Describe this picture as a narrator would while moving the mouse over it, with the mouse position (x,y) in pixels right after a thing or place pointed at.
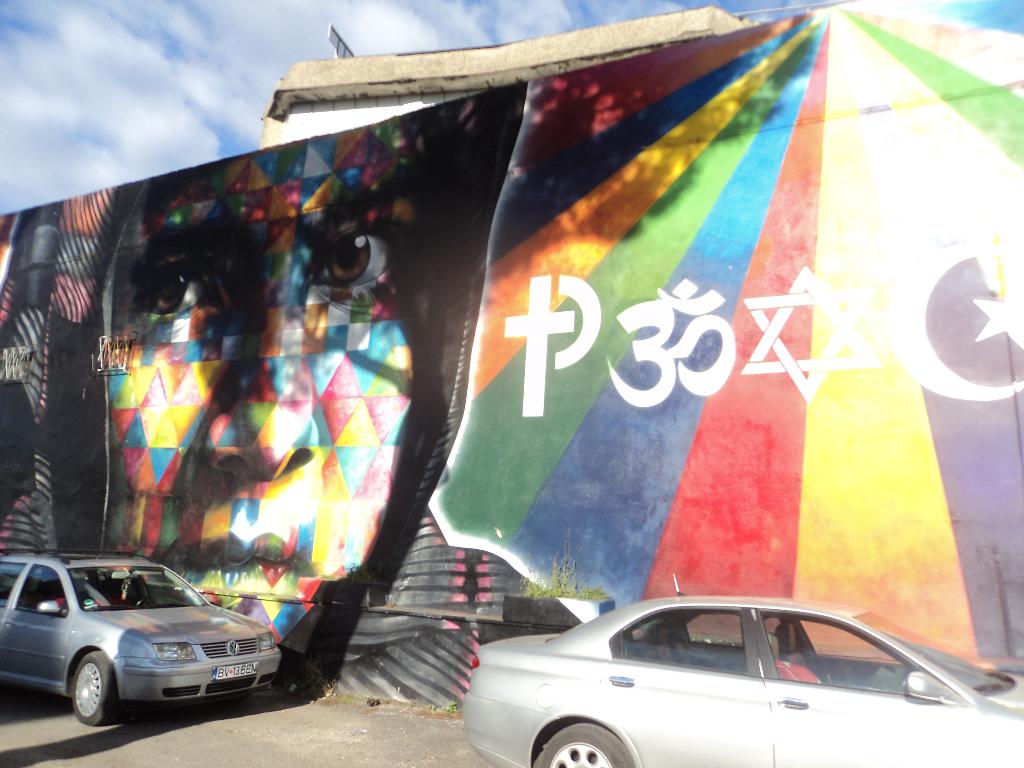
On the left side (244,641), there is a vehicle (66,578) on a road (256,700). On the right side (946,747), there is another vehicle (552,709) on the road (413,759). In the background (472,463), there are paintings (404,219) on a wall (938,222) and there are clouds (69,97) in the sky (124,69).
